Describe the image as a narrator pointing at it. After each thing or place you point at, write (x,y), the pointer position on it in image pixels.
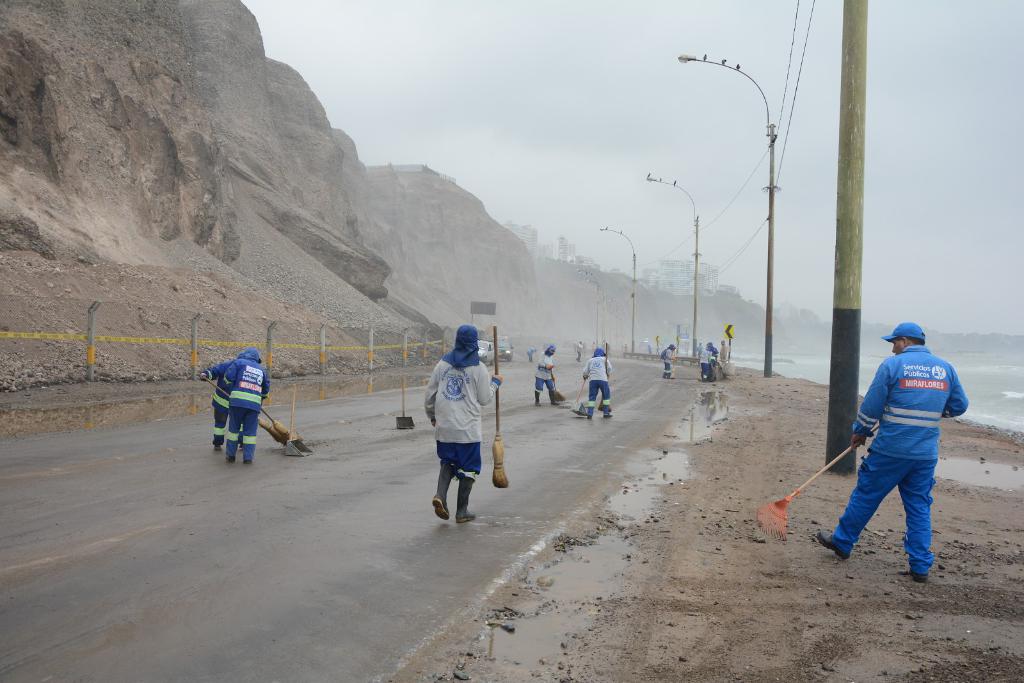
In this image, I can see few people (537,402) standing and holding the broom sticks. There are vehicles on the road (360,431). On the left side of the image (113,374), I can see the fence (188,349) and there are hills (356,226). On the right side of the image (855,399), I can see the street lights (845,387) with wires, a sign board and there is water (749,358). In the background (537,239), there are buildings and the sky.
